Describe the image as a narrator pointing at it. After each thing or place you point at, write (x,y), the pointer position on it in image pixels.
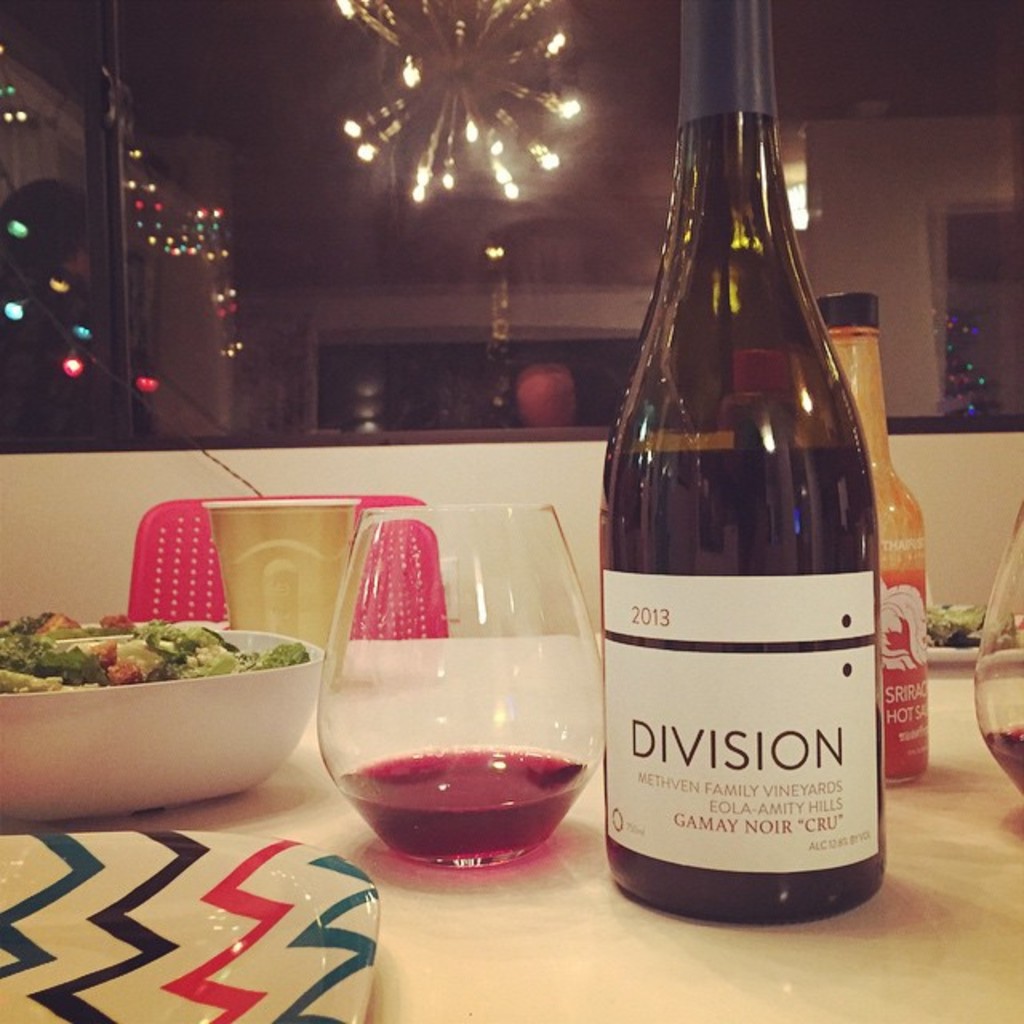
This picture shows a wine bottle (734,614) and a glass (346,646) and a bowl (245,679) and a plate (16,961) on the table (555,967).
